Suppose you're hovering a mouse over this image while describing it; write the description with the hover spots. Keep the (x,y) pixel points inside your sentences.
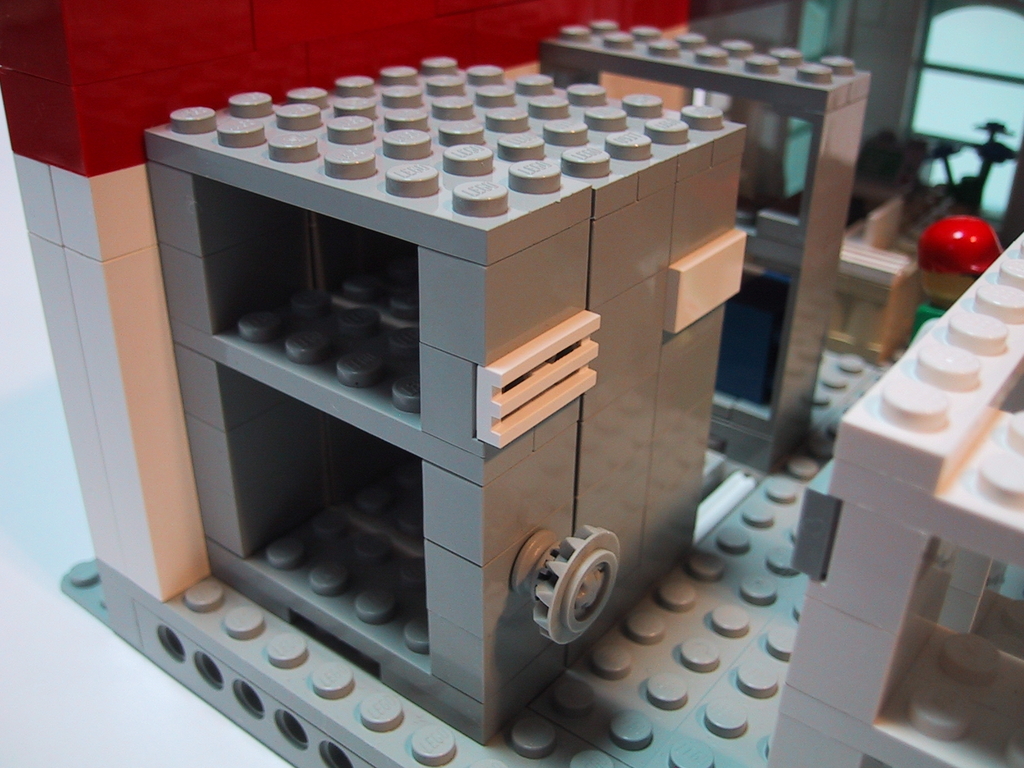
In this picture we can see Lego bricks (422,503) and other things (598,549).
